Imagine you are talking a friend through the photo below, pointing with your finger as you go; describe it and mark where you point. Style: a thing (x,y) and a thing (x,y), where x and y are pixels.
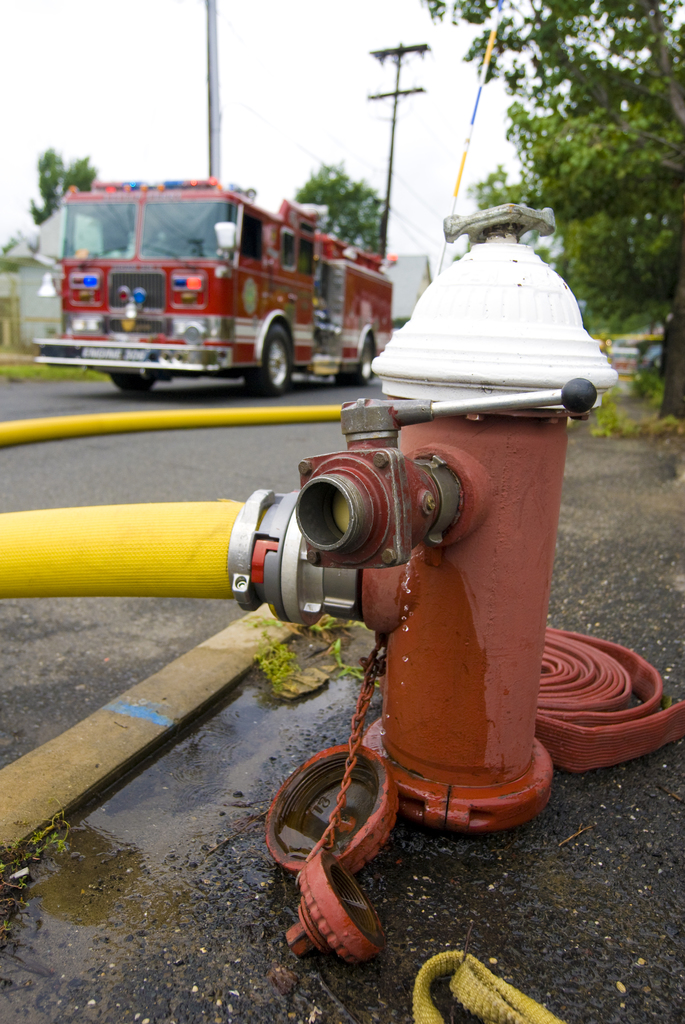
In this image we can see a fire hydrant (418,551) and yellow color pipe (130,528). Background of the image (342,282) fire truck (230,263), electric wires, poles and trees (595,148) are there.
